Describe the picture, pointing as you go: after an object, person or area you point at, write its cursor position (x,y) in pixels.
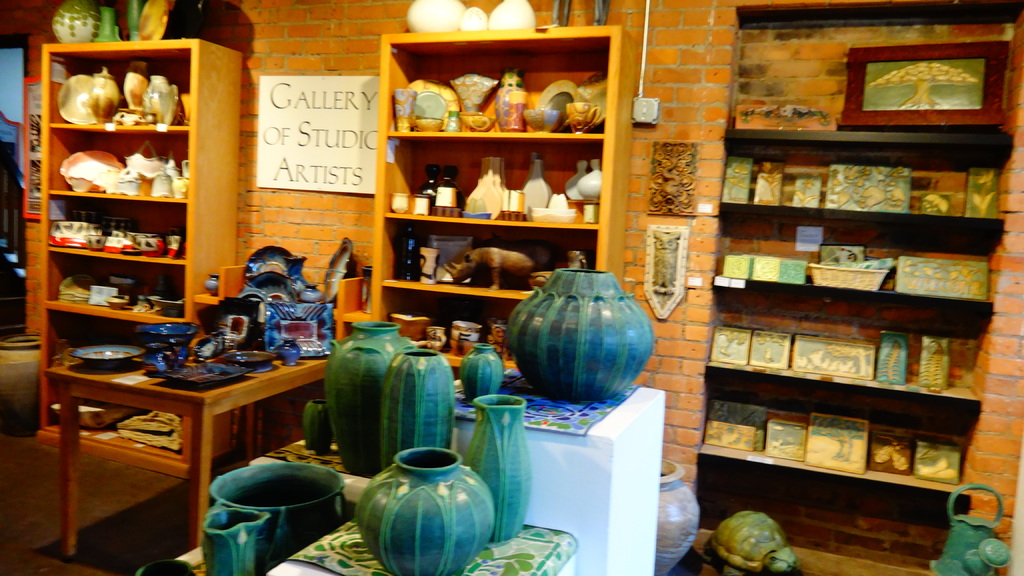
In the center (540,330) we can see some vases (531,317), which were in the green color. They were on the table (580,475). And coming to the background (707,179) there is a sign board (374,154), and brick wall (324,35) and they were three shelves (380,197) with the few objects (533,162) in it. And in the right side (814,125) there is a shelf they were some objects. And on the left corner (21,371) there is a pot (29,372).
